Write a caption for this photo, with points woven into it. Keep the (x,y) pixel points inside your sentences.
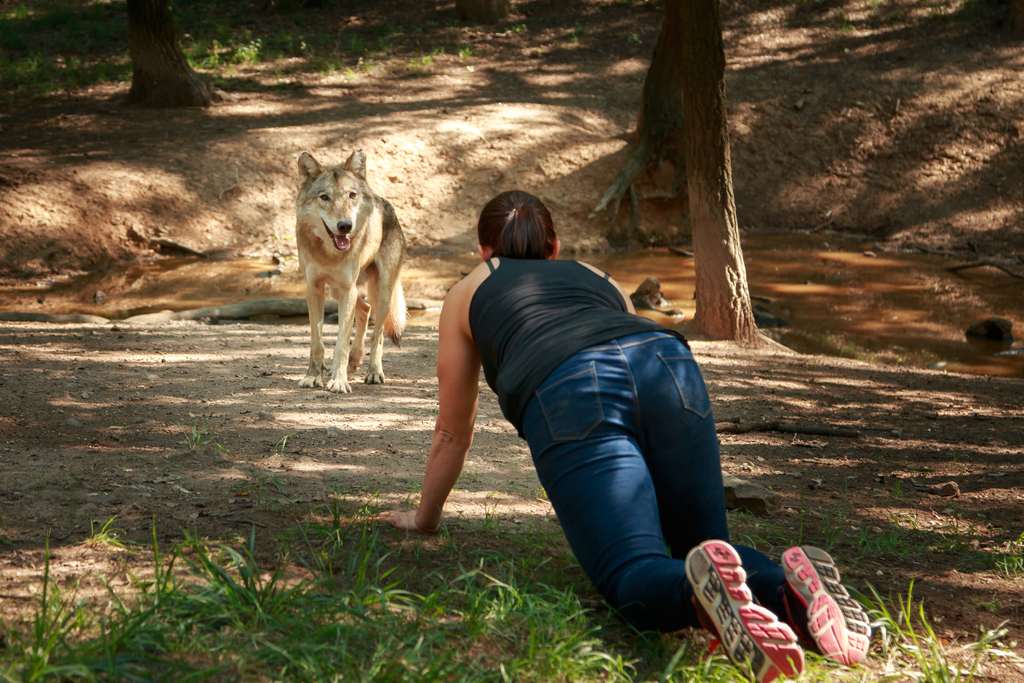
In this image we can see a dog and a woman (622,476) on the ground (506,509). We can also see some grass (407,601), water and the bark (718,103) of the trees (718,103).
